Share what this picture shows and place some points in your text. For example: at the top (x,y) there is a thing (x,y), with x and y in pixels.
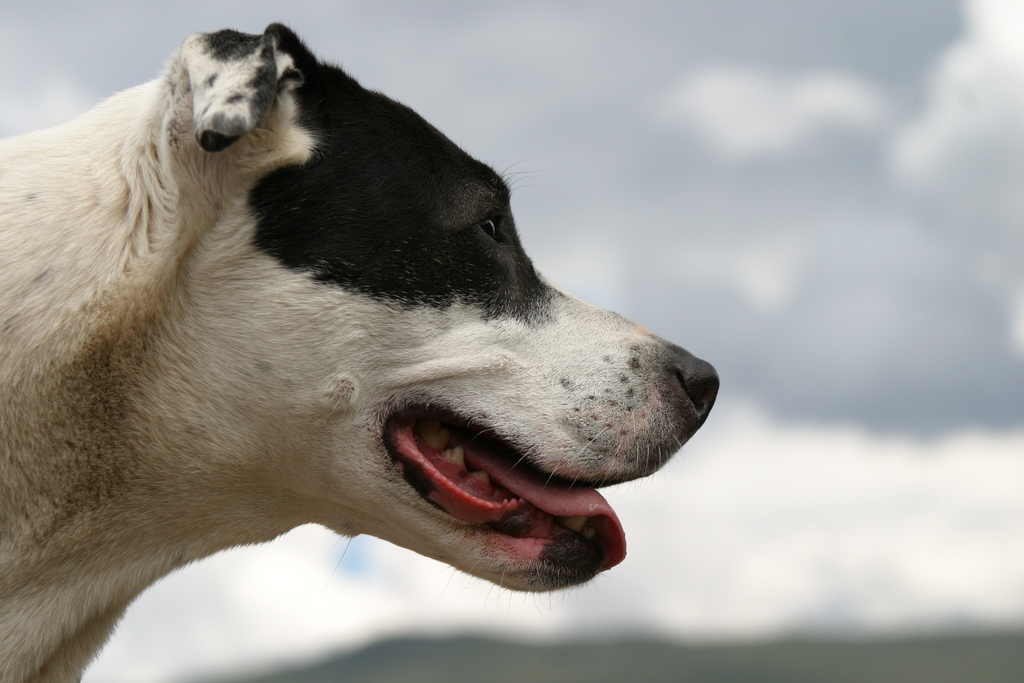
In the image we can see the dog (147,328), white and black in color, and the background (764,188) is blurred.
